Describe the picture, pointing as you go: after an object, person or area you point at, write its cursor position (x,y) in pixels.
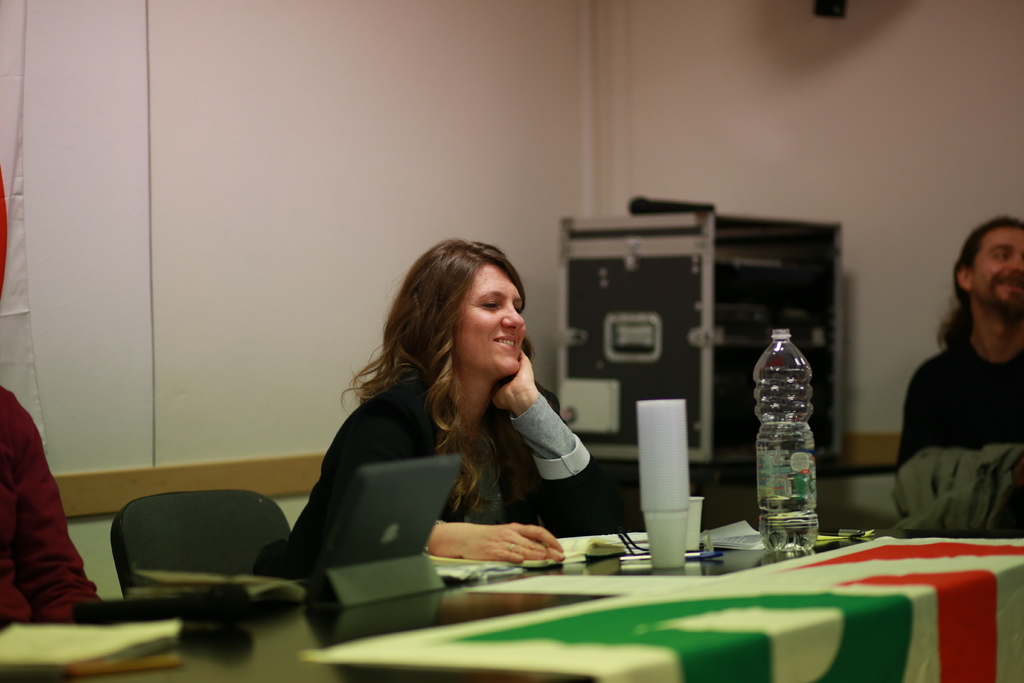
The picture is taken in a closed room (485,560) where one woman (541,517) is sitting on the chair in the middle of the picture (500,298) and in front of her there is one table (449,584) where water bottle (775,416), glasses (656,554), laptops (401,577), papers (475,560) are present and at the right corner of the picture (996,386) one man (992,242) is seating in black dress (923,416) and beside him there is one big metal box (669,337) and behind them one big wall (959,35) is present.
